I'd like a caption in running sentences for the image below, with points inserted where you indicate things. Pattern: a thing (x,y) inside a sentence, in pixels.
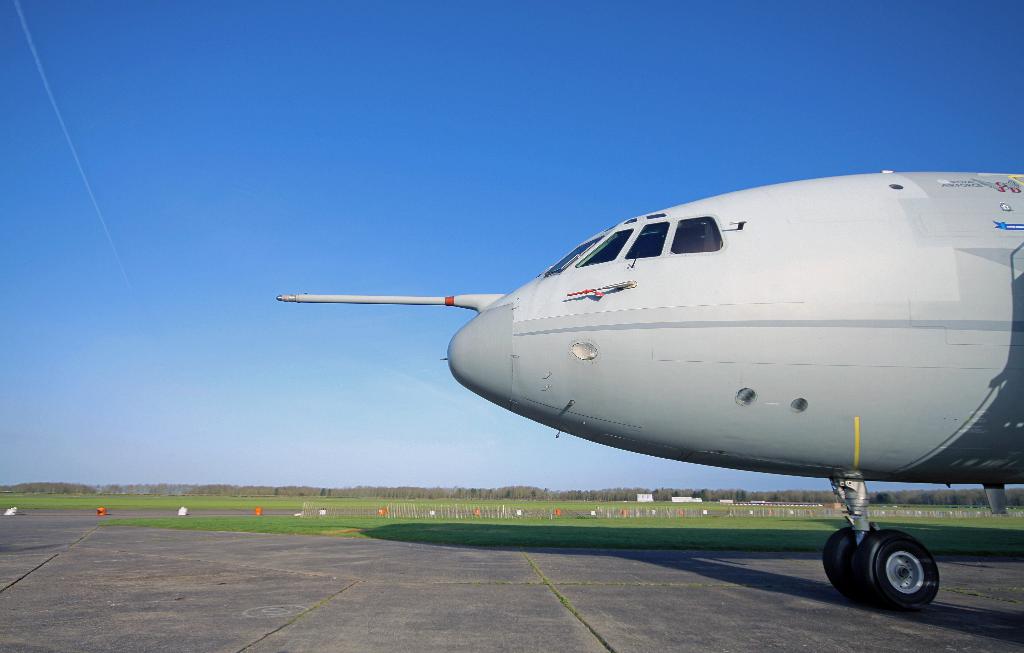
In this image we can see an aeroplane (866,300) on the land (674,615). In the background of the image (567,496), we can see greenery (701,505) and the sky (356,201).
